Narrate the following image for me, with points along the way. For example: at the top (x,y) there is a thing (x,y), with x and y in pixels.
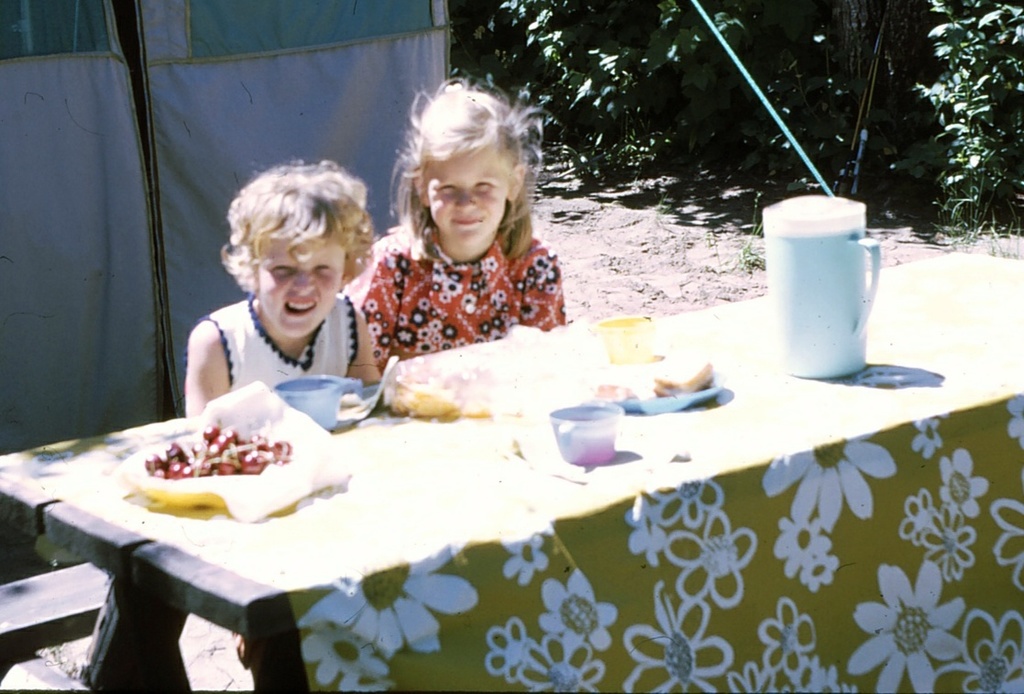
On the background (595,79) we can see plants (651,81) and a cover cloth (173,68). We can see two girls (434,229) sitting on a bench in front of a table (432,572) and on the table (502,355) we can see cherries (272,450) in a plate (273,477), cups (578,445), biscuits (679,391) and a water jug (791,367) and also a cloth (677,624) on it.
